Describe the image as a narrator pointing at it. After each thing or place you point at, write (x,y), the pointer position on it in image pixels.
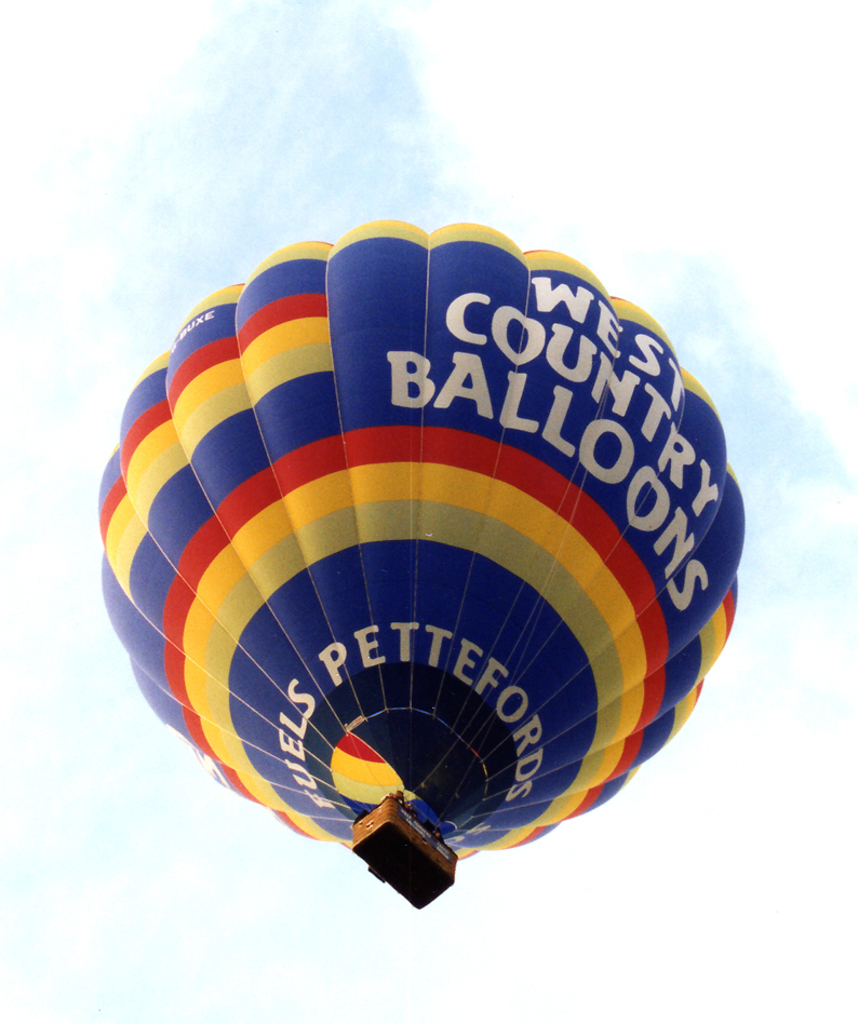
In this I can see a big air balloon (433,568) in blue, red and yellow colors. At the top (259,121) it is the sky (273,129).
